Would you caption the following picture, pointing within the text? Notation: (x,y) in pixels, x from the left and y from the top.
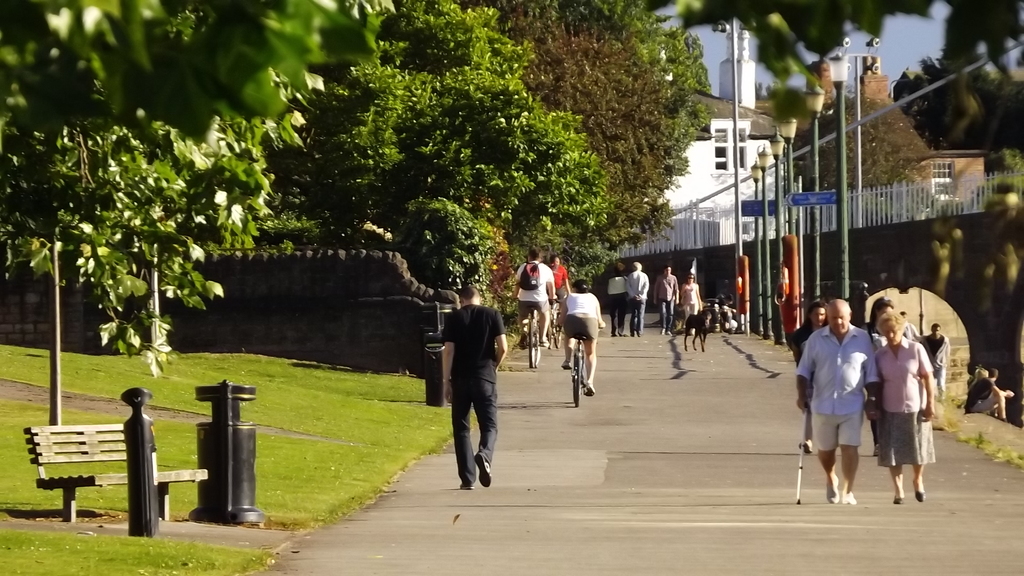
This picture is clicked outside. In the center (634,288) we can see the group of persons (614,266) walking on the ground (548,358) and we can see the group of persons (570,315) riding bicycles (579,371) and we can see the poles (757,245), fence (689,230), houses (757,126), some animals (701,319). On the left (323,396) we can see the green grass (319,433) and a bench (87,434) and we can see the trees (507,121). In the background (917,31) there is a sky (935,28).
